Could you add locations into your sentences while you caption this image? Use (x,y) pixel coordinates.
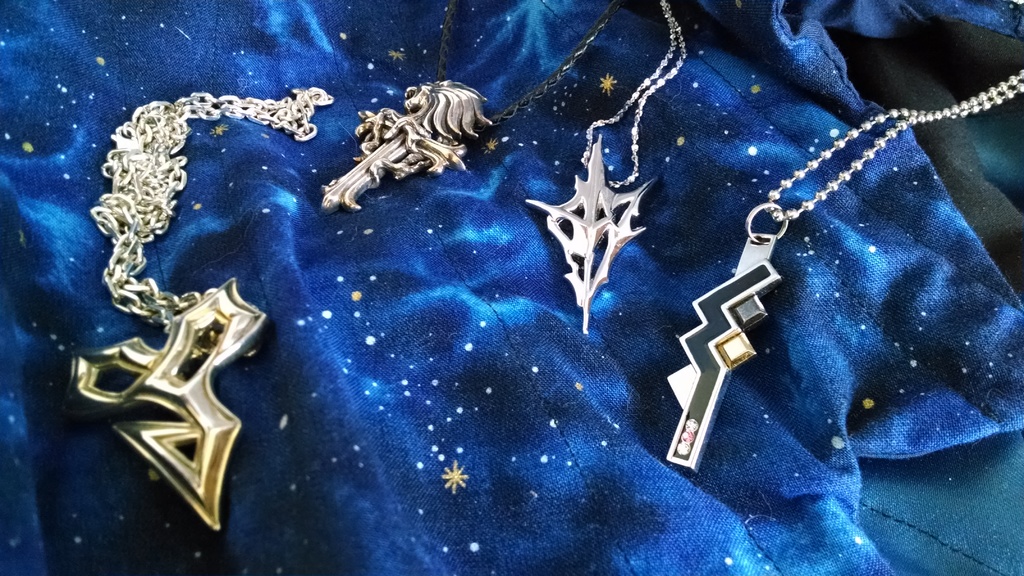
In the given image I can see a pendant (217,288) with chains (160,307) and the background (1004,369) is blue.
